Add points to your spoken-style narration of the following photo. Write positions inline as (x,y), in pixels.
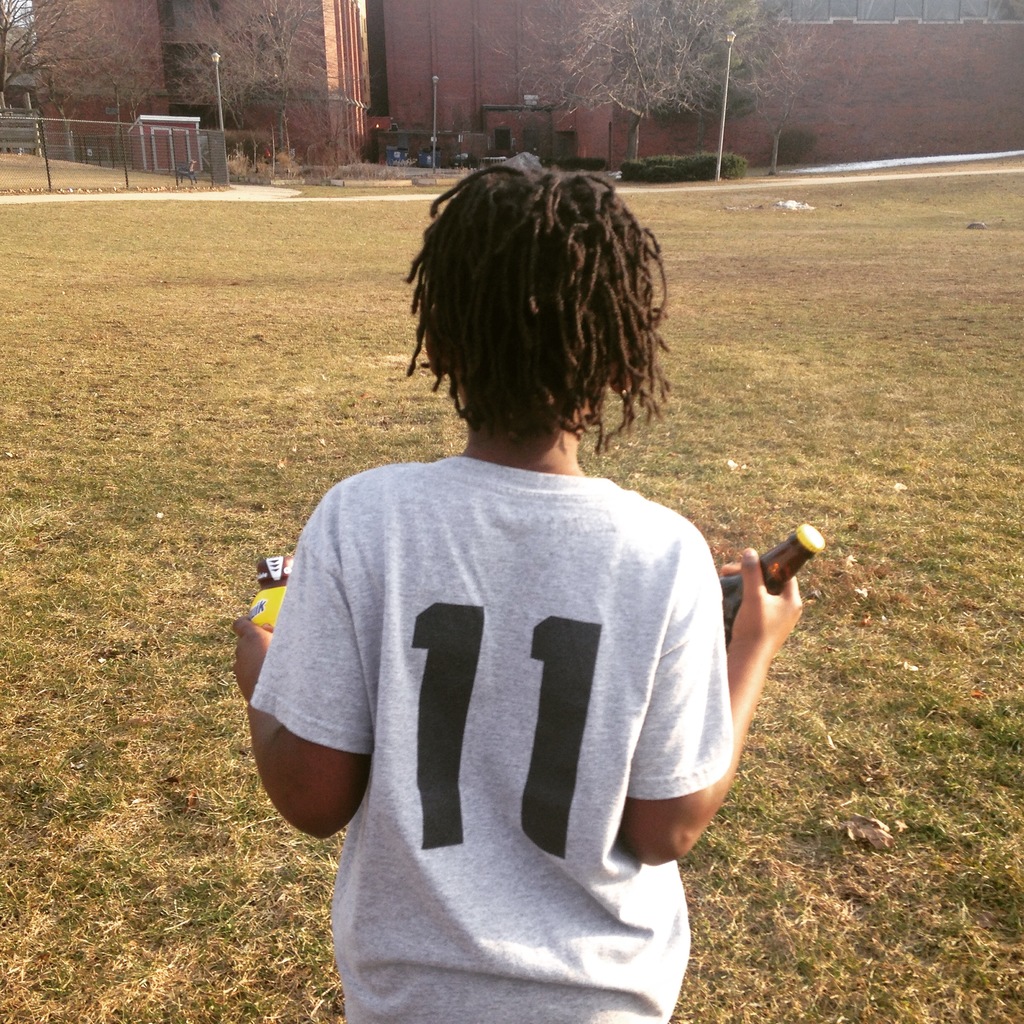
In this picture a boy (478,721) is holding a bottle (729,623) in his hand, in front of him we can find couple of poles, fence (184,132), trees (278,78) and buildings (546,151).
